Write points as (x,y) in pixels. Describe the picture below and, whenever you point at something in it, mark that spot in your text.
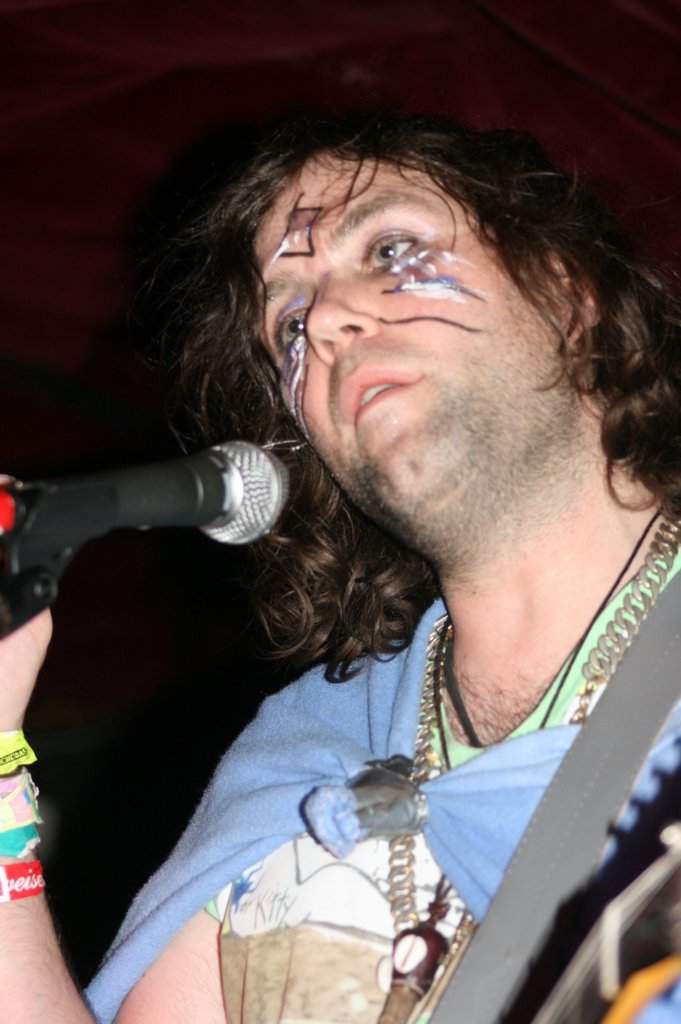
In the picture we can see a man (471,552) holding a microphone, in the background (28,330) we can see a red wall (61,299).
